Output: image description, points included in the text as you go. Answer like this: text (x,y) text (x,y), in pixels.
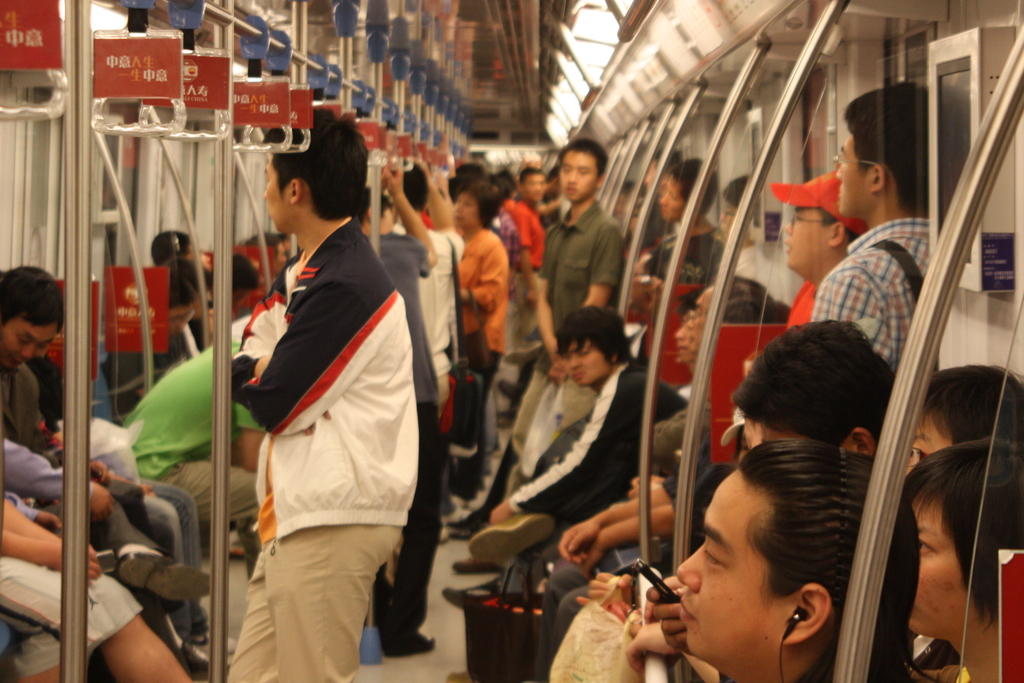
In this picture we can see a group of people (182,620) where some are sitting and some are standing on a platform (413,674), bags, hangers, earphones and this is an inside view of a vehicle (675,80).
